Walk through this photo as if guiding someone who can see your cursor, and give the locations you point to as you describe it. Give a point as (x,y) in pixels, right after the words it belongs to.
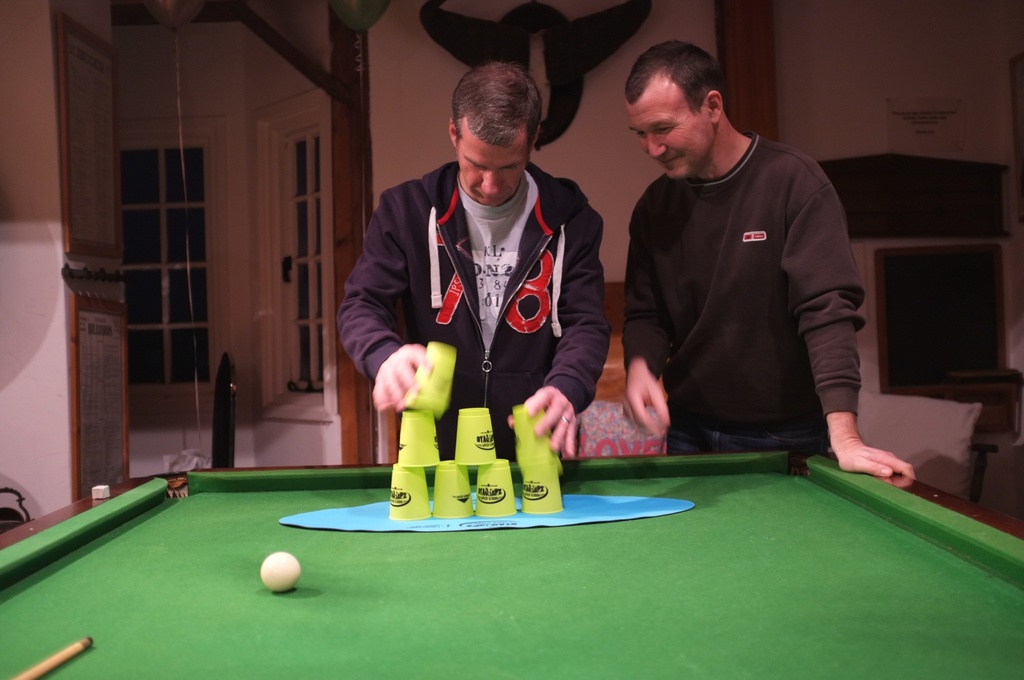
In this image there are two persons (593,291) who are playing with glasses (529,491). At the top of the snooker table (260,556) there is a ball (279,554) and snooker stick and at the background of the there is a window (301,216).
